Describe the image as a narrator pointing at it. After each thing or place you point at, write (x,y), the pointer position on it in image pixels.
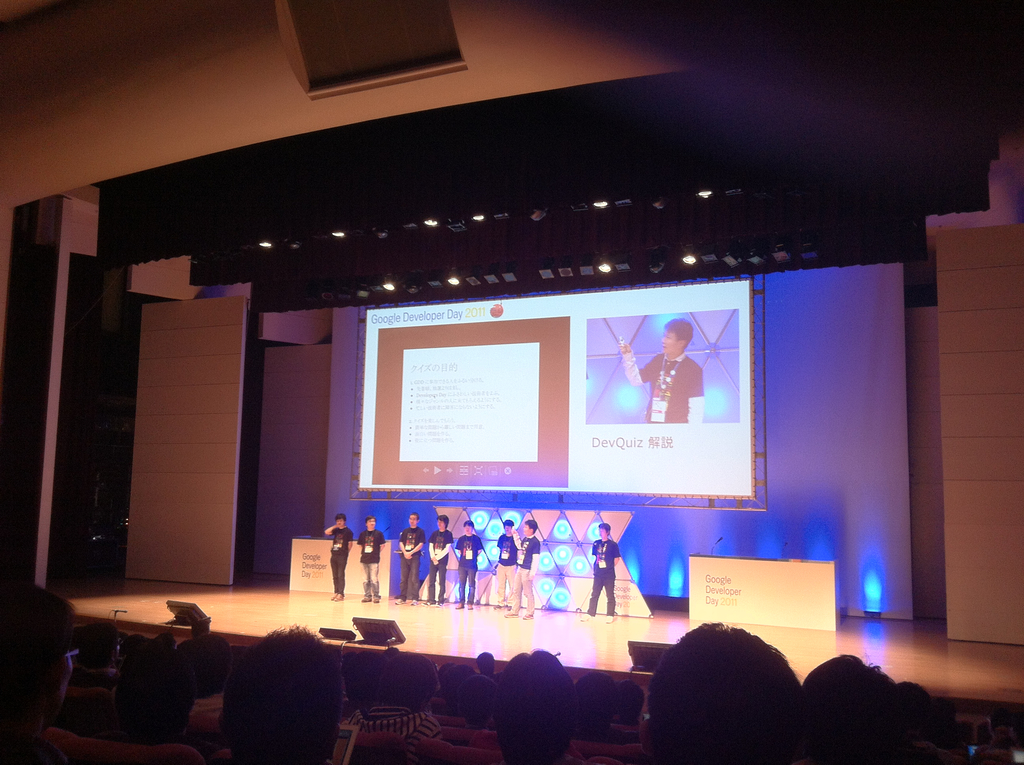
In this picture we can see a group of people (236,674) sitting on chairs (491,728) and in front of them we can see some people (329,532) standing on stage (145,586), screen (533,489), lights (498,214), walls (312,454), tables (727,566), mic (711,548), some objects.
